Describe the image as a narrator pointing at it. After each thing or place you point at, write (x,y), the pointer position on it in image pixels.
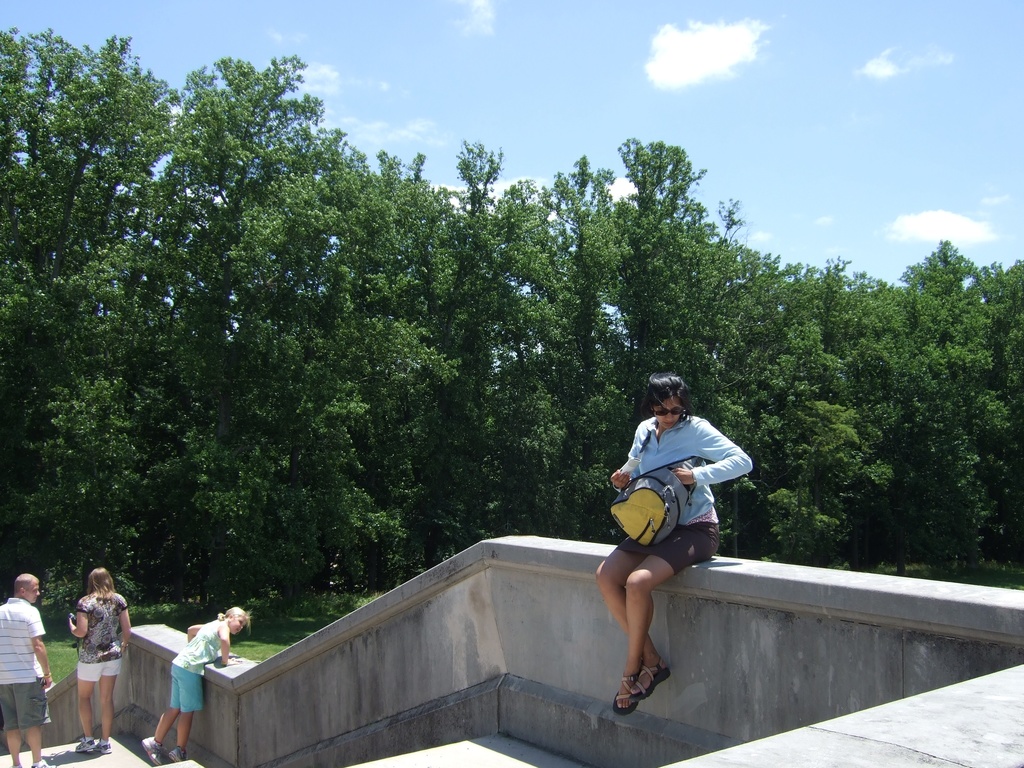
In this image we can see a person (665,541) with goggles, holding a bag (648,539) and sitting on the wall (471,596), there we can see a few people (109,628) on the steps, there we can also see few trees (361,415), grass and some clouds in the sky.
